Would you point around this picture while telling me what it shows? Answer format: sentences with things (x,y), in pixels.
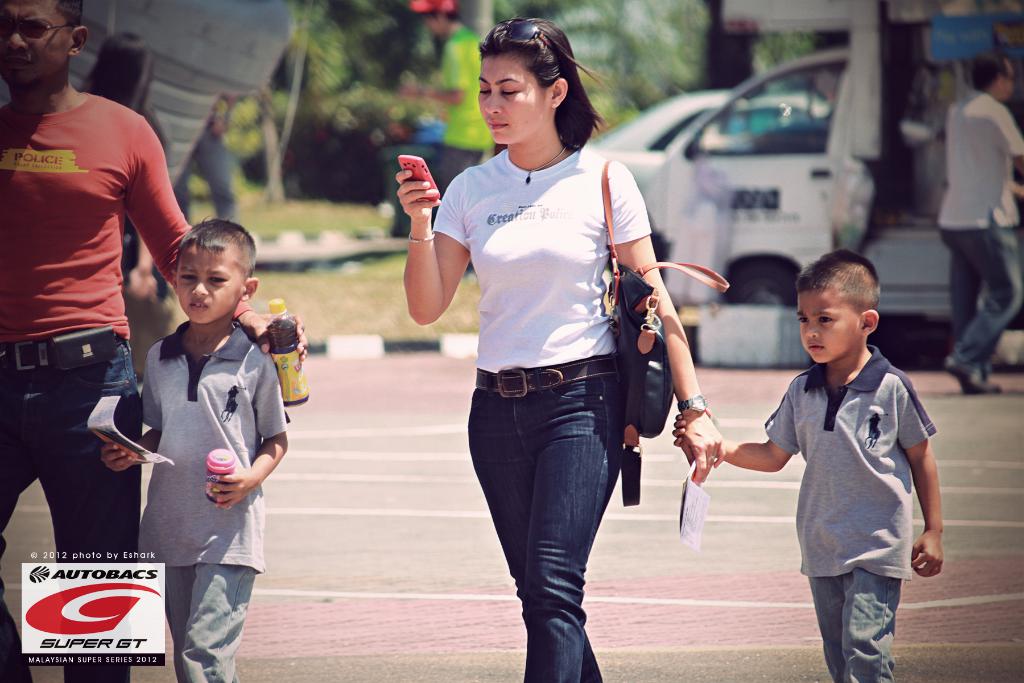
This picture shows couple of vehicles (765,185) parked and we see people (592,510) walking and holding a mobile (400,167) in the hand (412,197) and she wore a handbag (668,410) and we see a boy (807,510) holding hand (675,441) of a women (574,525) and we see a man (95,474) walking and holding a bottle (290,376) in his hand (257,335) and we see a boy (198,350) walking and holding a bottle (227,463) and papers (136,436) in his hands (117,457). we see trees (344,70) on the back (302,178).
